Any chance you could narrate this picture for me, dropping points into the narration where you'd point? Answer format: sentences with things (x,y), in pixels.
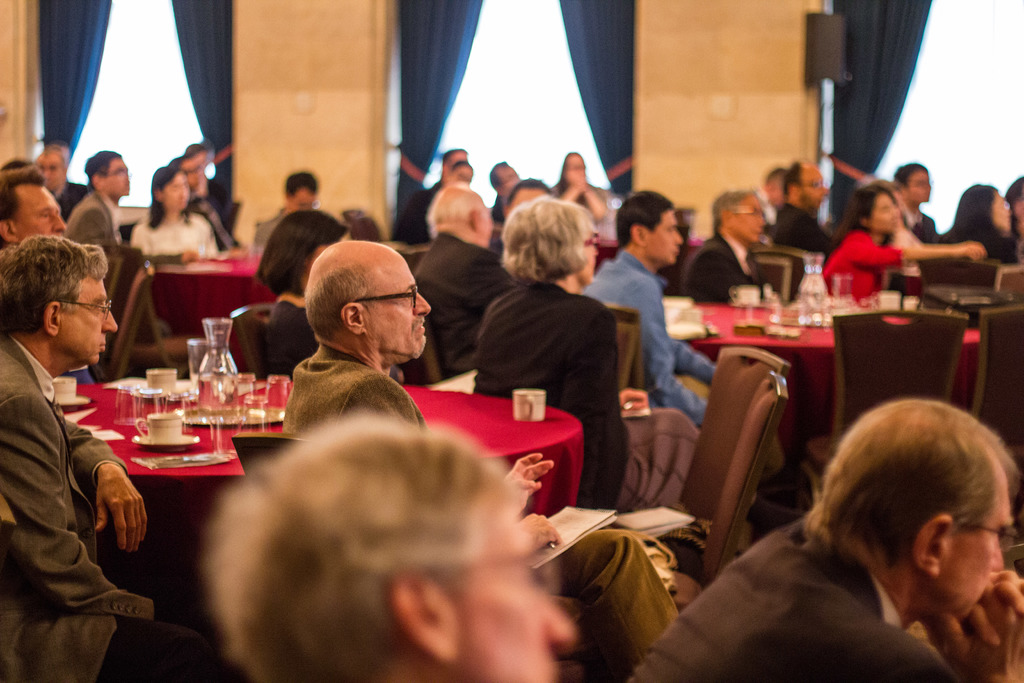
In this picture we can group of people (474,564) are sitting in the hall (823,85) watching straight. On the red table (480,435) we have water glass (226,435) and tea cup (150,425), Beside the table (128,427) a man (38,533) wearing black coat (48,590) and pant (118,641) is sitting and watching straight. Behind there is a brown color wall (340,52) and blue big curtain (854,57).
